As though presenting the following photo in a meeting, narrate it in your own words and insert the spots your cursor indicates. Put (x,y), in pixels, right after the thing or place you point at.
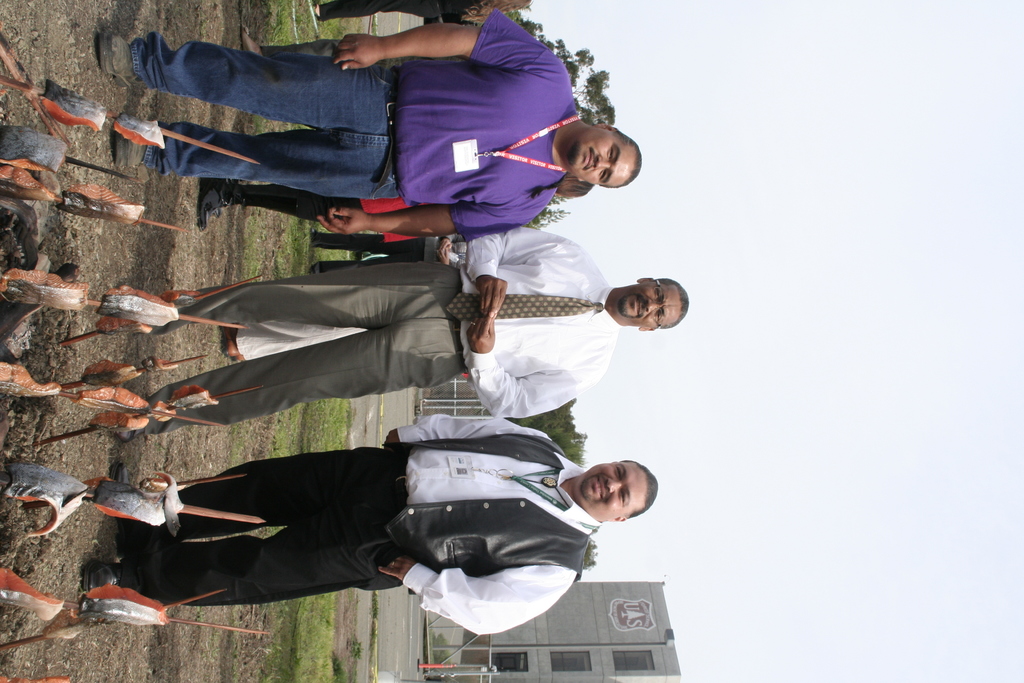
In this image we can see these three persons (497,236) are standing on the ground (70,402). Here we can see some poles (86,334). In the background of the image (750,651) we can see buildings (638,646), trees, fence (479,642) and the sky (764,172).
